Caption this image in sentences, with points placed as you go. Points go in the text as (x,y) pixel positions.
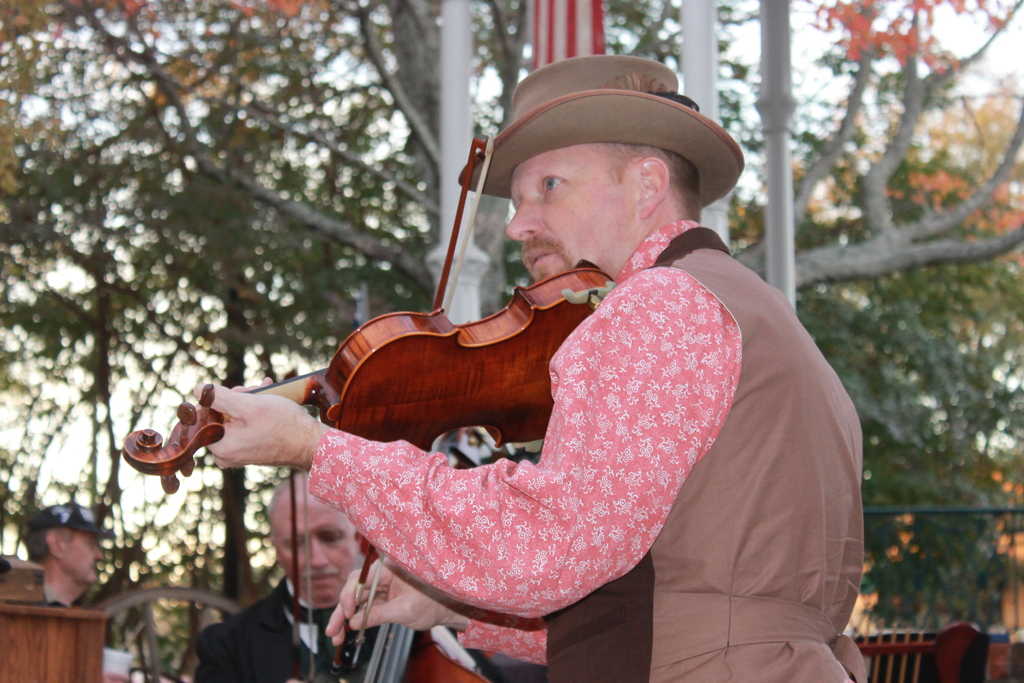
In this image I can see number of people (95,517) where he is holding a musical instrument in his hand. In the background (914,276) I can see few trees (197,339).
